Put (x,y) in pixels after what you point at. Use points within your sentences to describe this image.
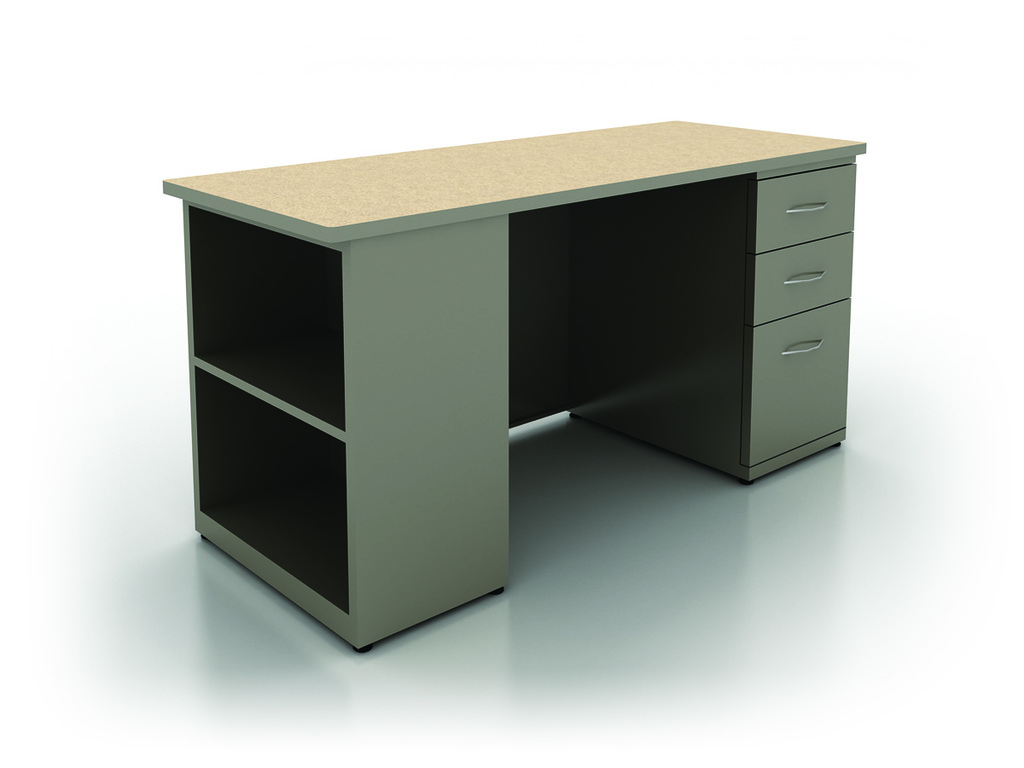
This is a table (728,339) with cupboards (780,321) in it.
